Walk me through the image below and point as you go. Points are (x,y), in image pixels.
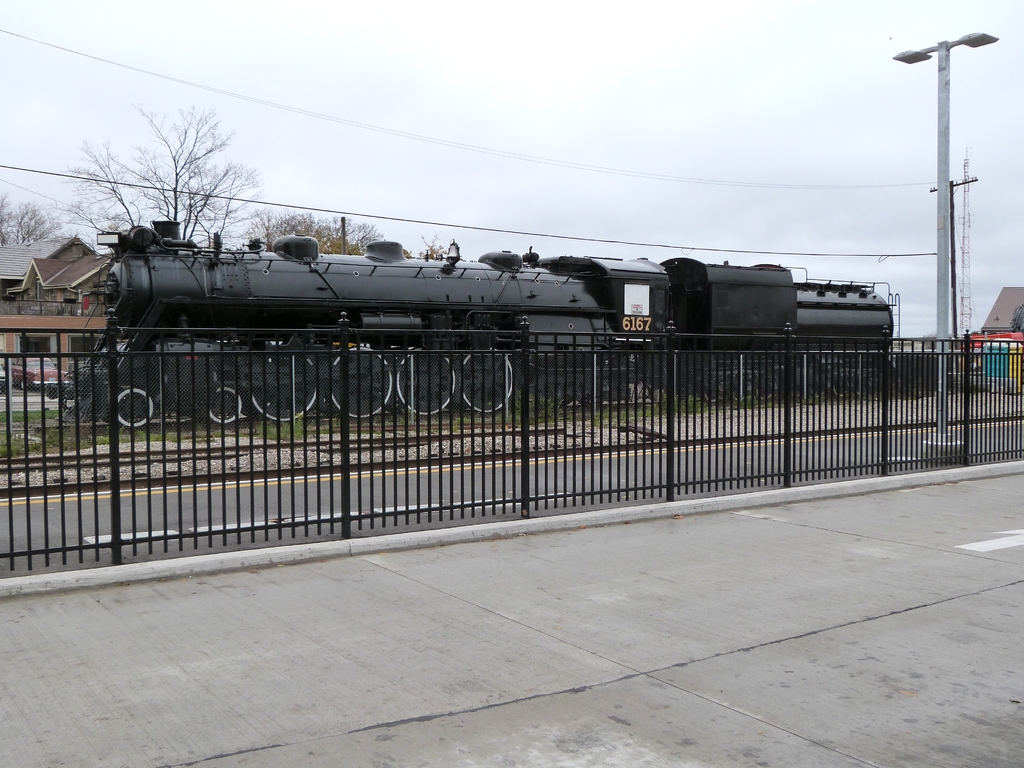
In this image at the bottom (344,656) we can see cement road (468,554) at the fence (252,494) and to the other side of the fence (418,497) we can see lights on a pole (938,112), road (446,467) and objects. In the background (560,297) there is a train (198,303) on the railway track (397,452), trees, pole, electric wires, houses (8,341), windows (73,336), vehicles (45,365) on the road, tower (962,232) and clouds (971,126) in the sky (988,101).
